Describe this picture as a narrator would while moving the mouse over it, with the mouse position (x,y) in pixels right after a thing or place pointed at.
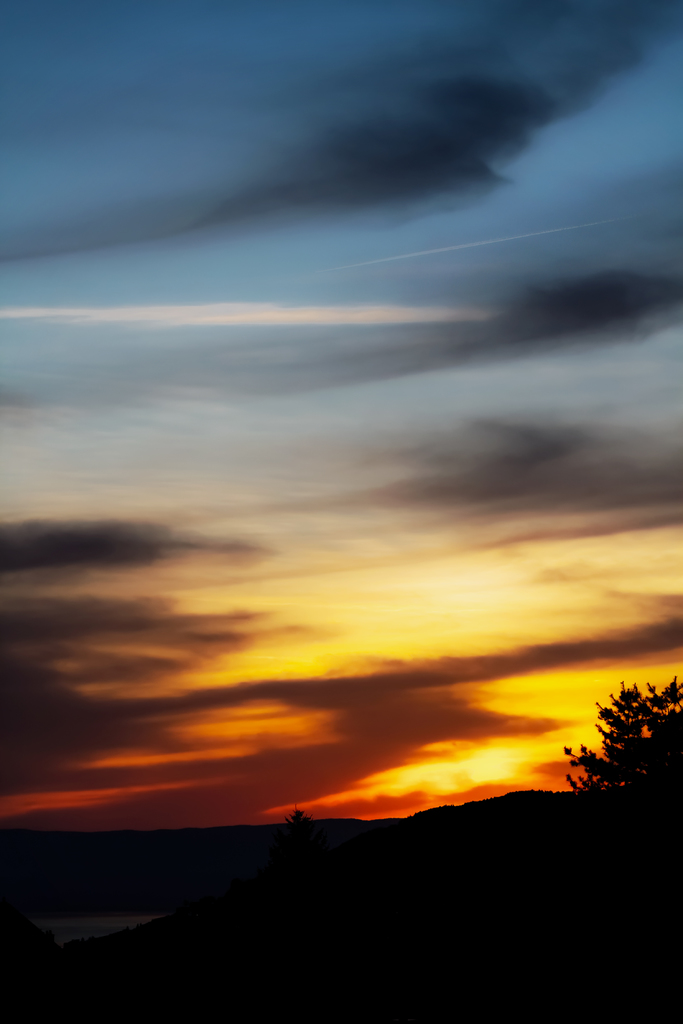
As we can see in the image there are trees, sky (382,454) and clouds (273,383). The image is little dark.
